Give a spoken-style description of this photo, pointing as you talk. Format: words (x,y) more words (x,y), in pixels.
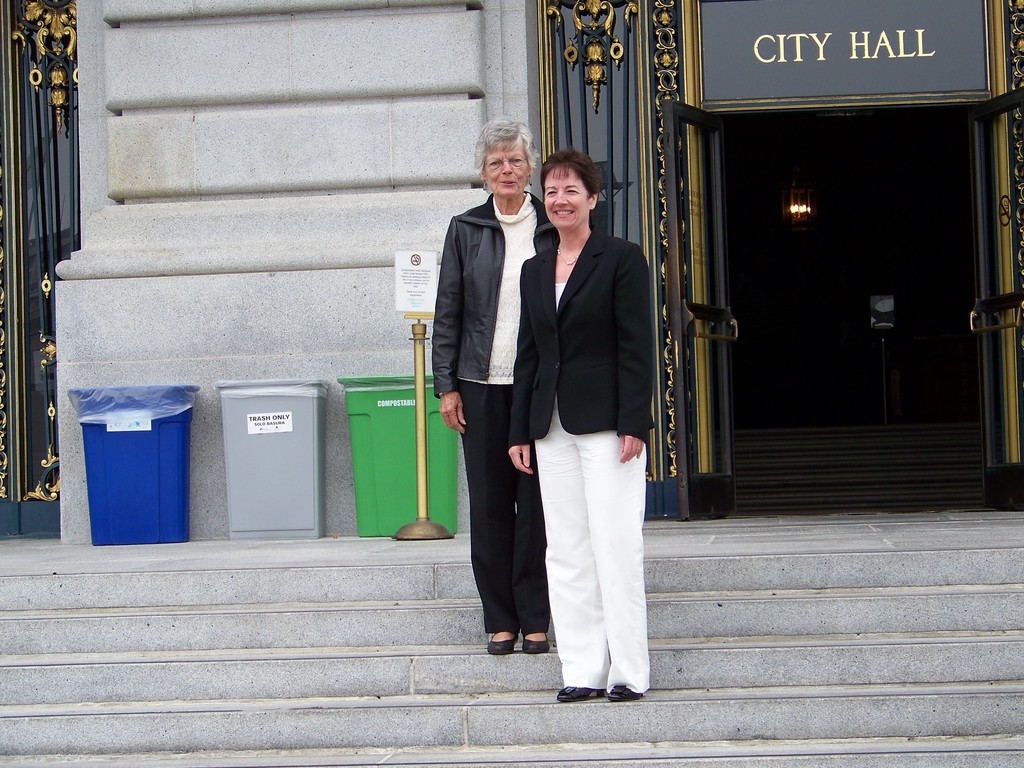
In this picture there are two ladies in the center of the image (626,303) and there is a door (677,192) on the right side of the image (762,503), there are dustbins (300,411) on the left side of the image (179,420).
